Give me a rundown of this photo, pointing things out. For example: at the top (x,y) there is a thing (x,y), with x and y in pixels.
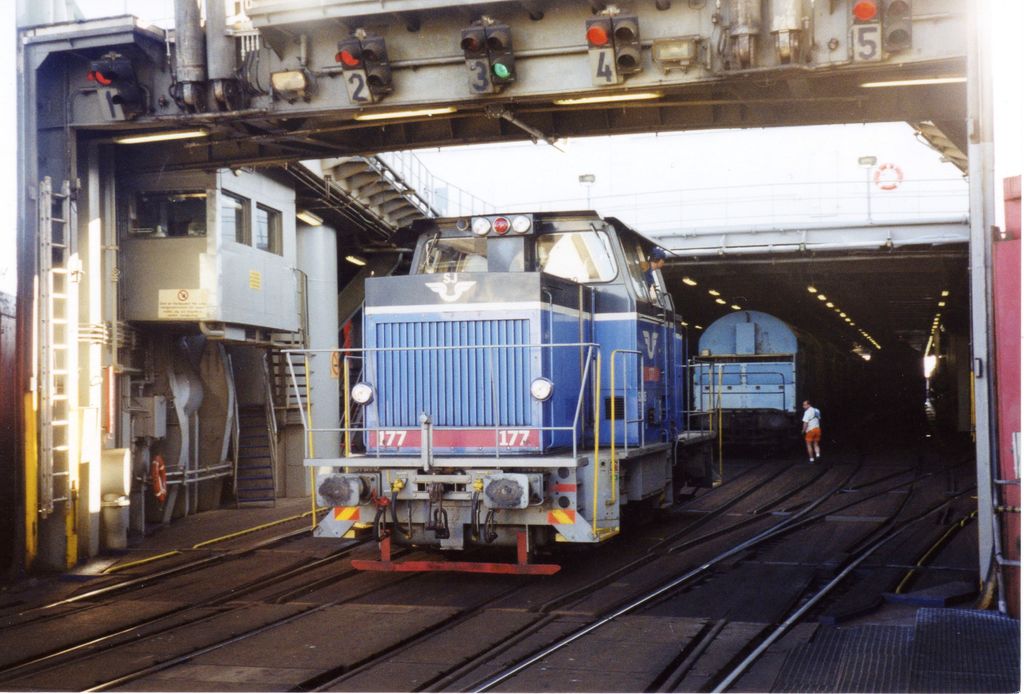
There are railway tracks (501,591). On that there is a person (808,415) and train (646,376). On the left side (237,344) there is a building (182,306). Also there is a bridge (450,73) with traffic light (637,61) and numbers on that.
